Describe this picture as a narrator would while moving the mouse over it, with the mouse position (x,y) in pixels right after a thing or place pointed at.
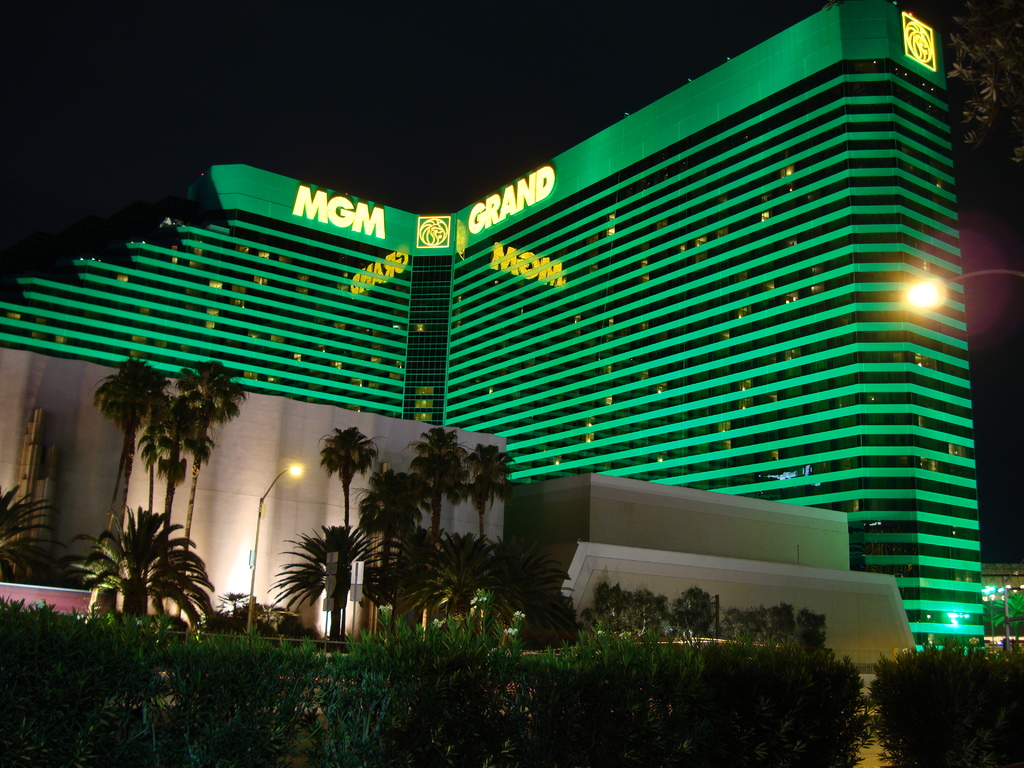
In this image there is a hotel (402,262) in the middle (426,284). At the bottom (305,556) there are trees (367,500) around the hotel (815,190). There is a wall (307,487) in the middle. At the top (911,40) there is a symbol (923,46) on the hotel (822,57). At the bottom (279,685) there are plants (529,699).
